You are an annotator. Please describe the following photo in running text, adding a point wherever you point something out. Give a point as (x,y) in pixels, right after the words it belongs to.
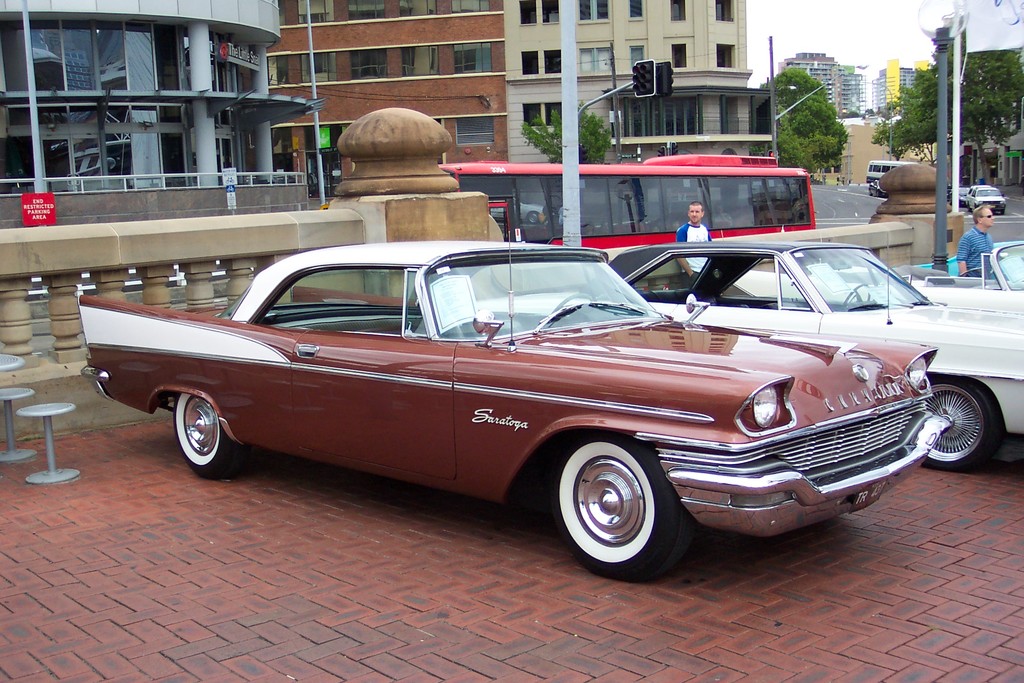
In this image we can see some cars (692,491), two persons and some stools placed on the surface (584,617). We can also see a fence (56,230), sign boards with some text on it, some vehicles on the road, a street lamp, some poles (955,109), traffic lights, some trees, a banner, a group of buildings (685,134) with windows (313,146) and the sky (890,9) which looks cloudy.
